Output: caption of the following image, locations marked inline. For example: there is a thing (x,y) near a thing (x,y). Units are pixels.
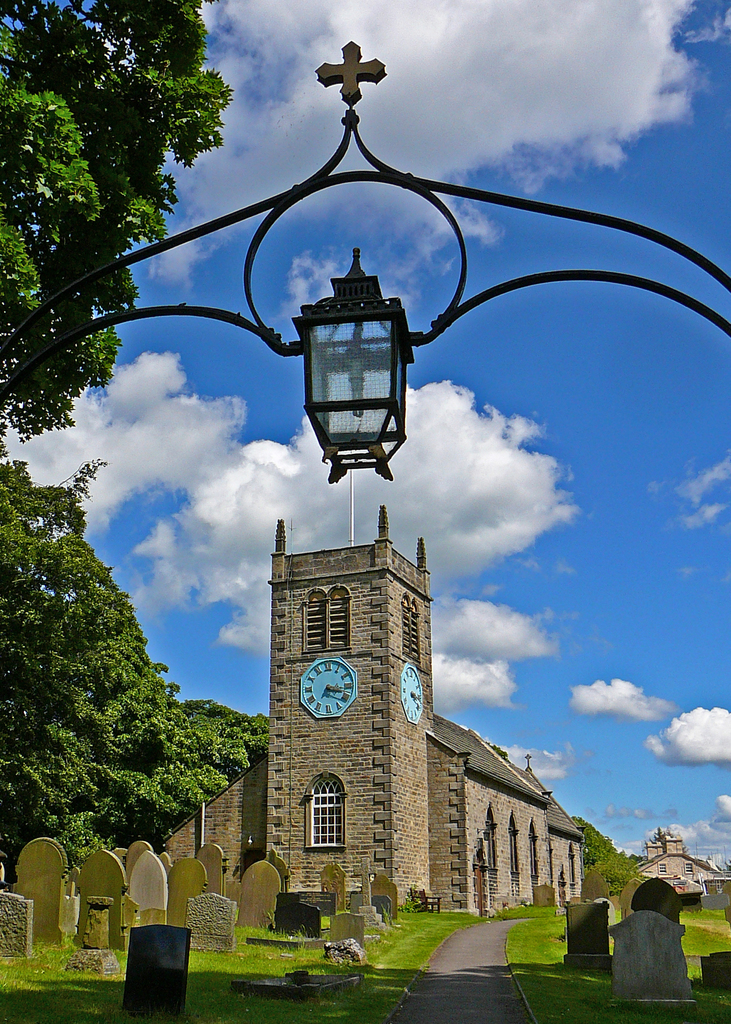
In the image I can see some cemeteries (185,934) and a house (364,782) to which there are two clocks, windows (319,801) and also I can see a lamp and some trees (44,411).
